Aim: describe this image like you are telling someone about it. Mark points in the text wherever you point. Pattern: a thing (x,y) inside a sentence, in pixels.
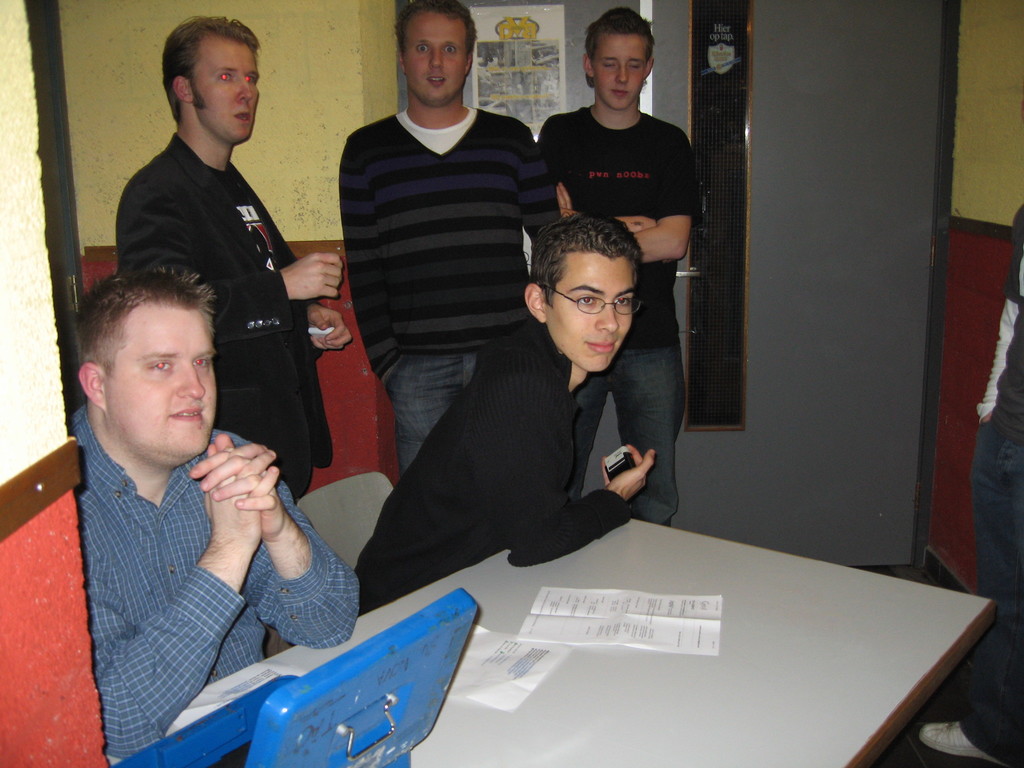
In this picture we can see a group of people (429,400), some people (171,435) are sitting on chairs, some people (413,391) are standing and here we can see a table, papers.
